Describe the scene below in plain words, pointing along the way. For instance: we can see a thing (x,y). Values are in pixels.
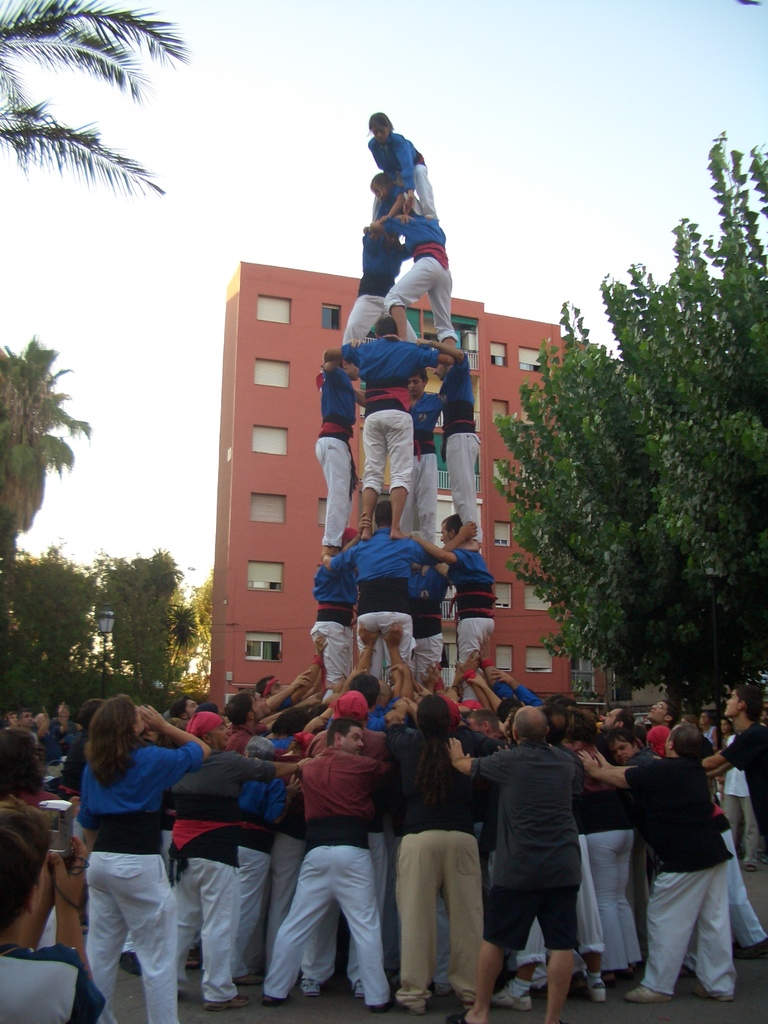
In the center of the image (402,673) there are many people (372,661) are standing one on each other and they are in different costumes (384,629). On the left side of the image (8,883) we can see a few people (34,846). Among them, we can see a person (40,902) is holding some object (52,824). In the background (287,74), we can see the sky (366,118), trees (83,580), one building (236,488) and a pole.
